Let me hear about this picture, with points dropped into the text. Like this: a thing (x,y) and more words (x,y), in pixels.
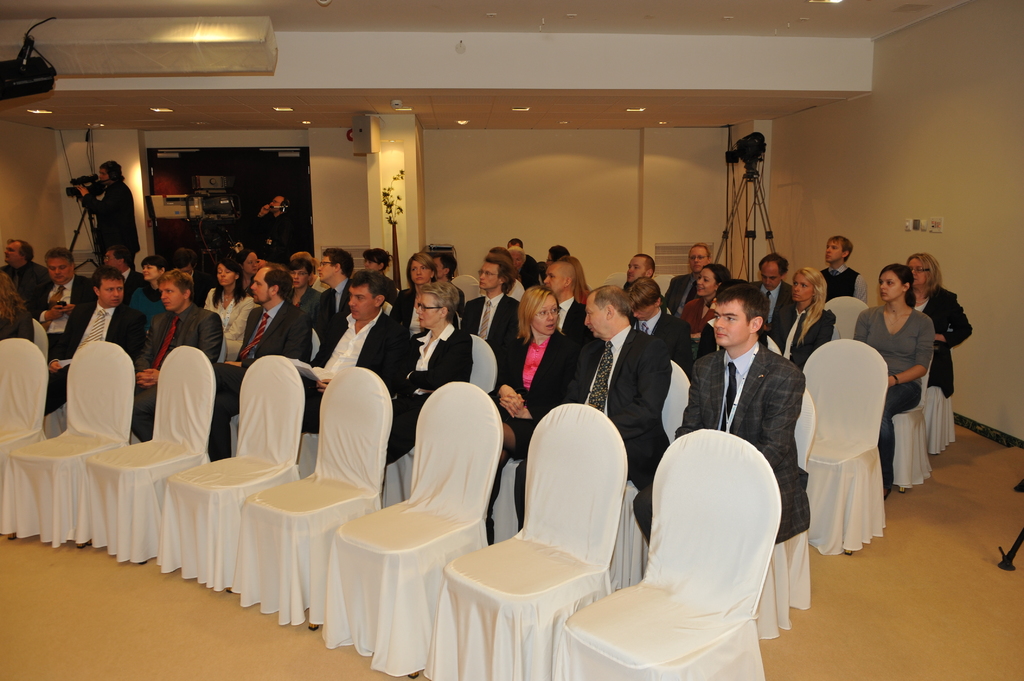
This is a hall (590,288). On the background (546,178) we can see a wall (546,178), lights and few persons (268,221) standing and recording. Here we can see a camera (741,155) with stand (748,182). here we can see all the persons (627,357) sitting on the chairs (626,558). These are empty chairs (585,538). This is a floor (943,550).
